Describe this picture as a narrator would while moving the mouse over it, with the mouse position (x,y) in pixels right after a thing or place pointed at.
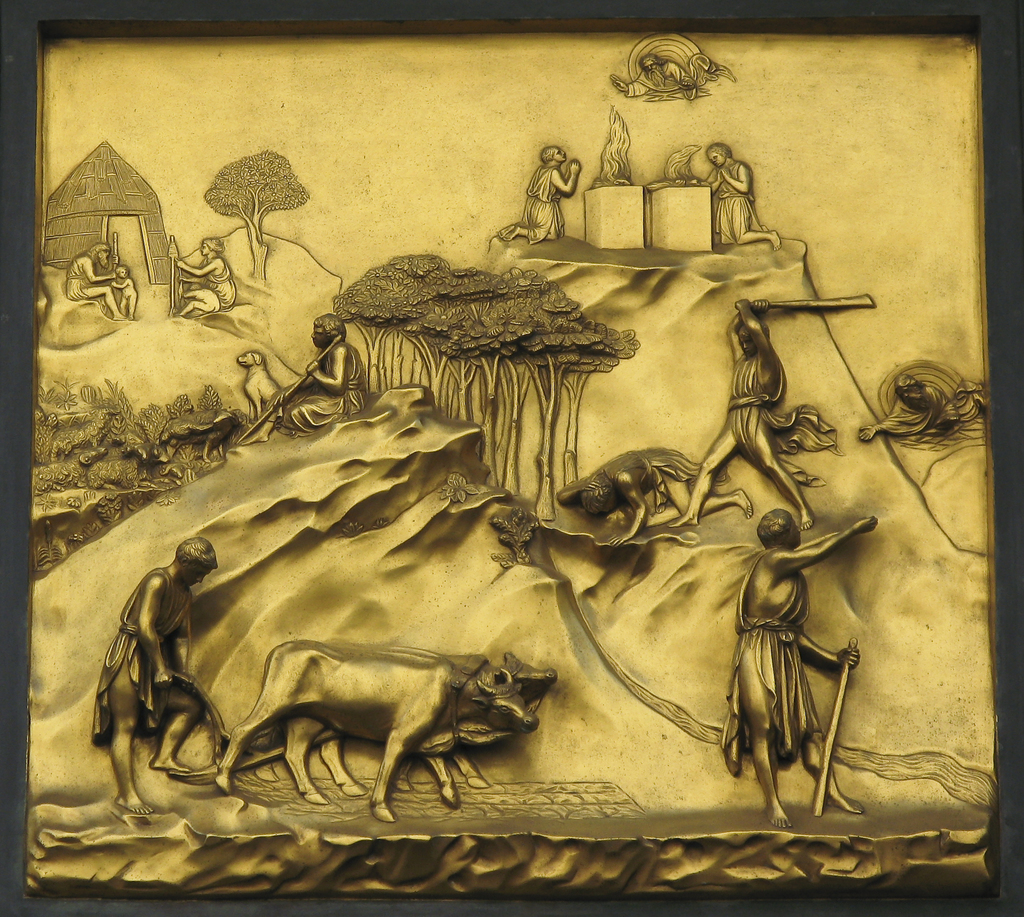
In this picture I can see a frame (370,397) on which I can see the depiction of animals (261,395), persons (590,493), trees (571,341) and a house (107,197).
